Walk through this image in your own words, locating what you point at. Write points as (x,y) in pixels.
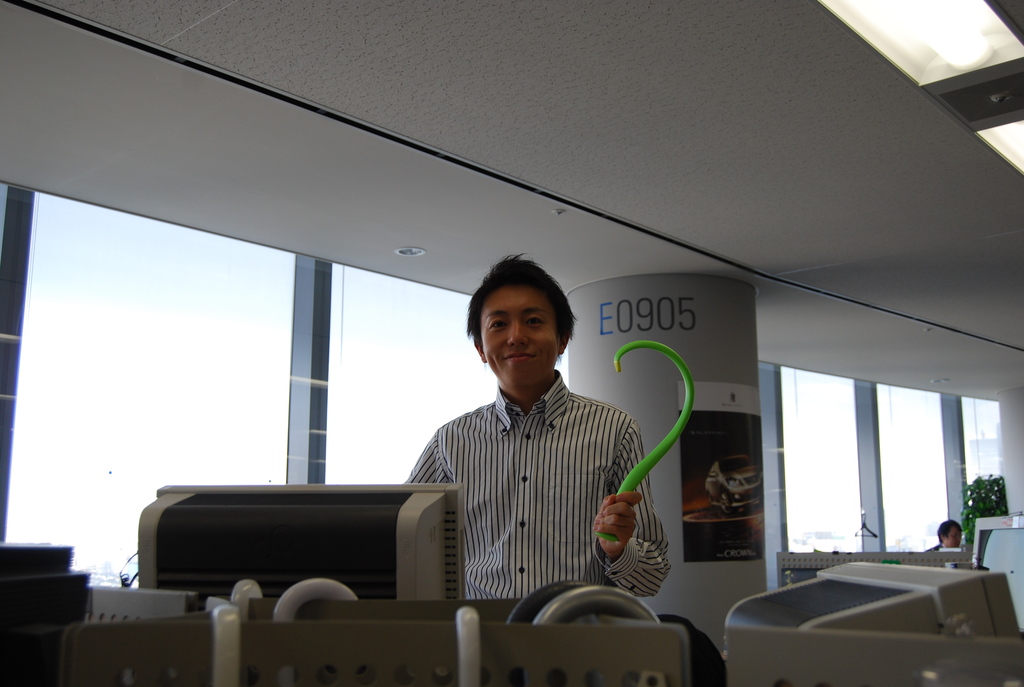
This image consists of a man (483,530) wearing a black and white shirt (502,496). In front of him, there are computers (376,597). To the left (162,364), there are glass windows (224,359). At the top (640,81), there is a roof (598,73).
